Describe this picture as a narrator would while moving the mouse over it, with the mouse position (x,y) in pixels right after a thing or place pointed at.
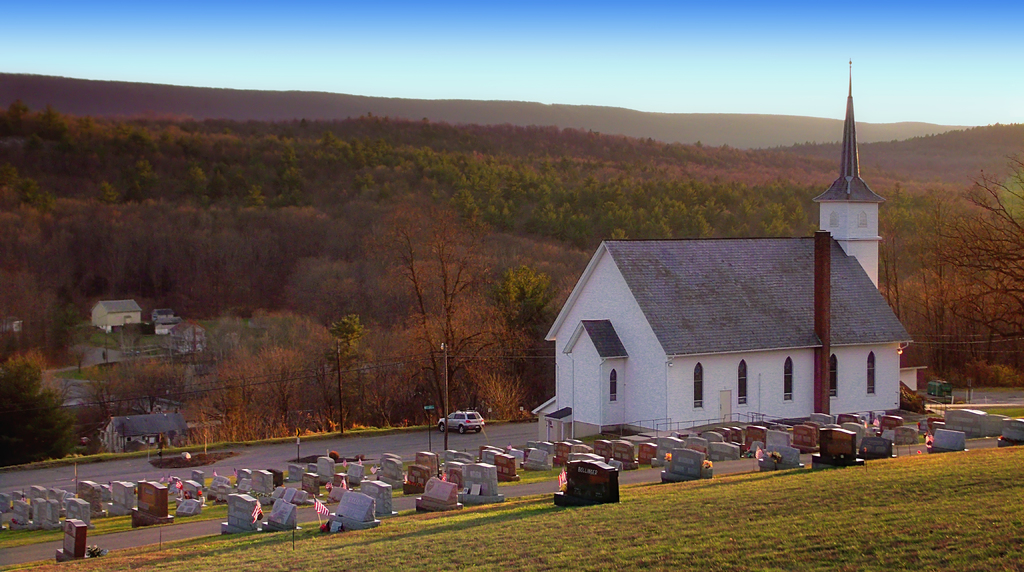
In this image there is a church (732,294). Beside it there is a cemetery (630,508) on the grassland (833,542). A vehicle (450,427) is on the road (459,436). Left side (110,427) there are few houses (144,426). Background (344,258) there are few trees (330,218) on the land (384,297). Top of the image (540,34) there is sky (379,51).
